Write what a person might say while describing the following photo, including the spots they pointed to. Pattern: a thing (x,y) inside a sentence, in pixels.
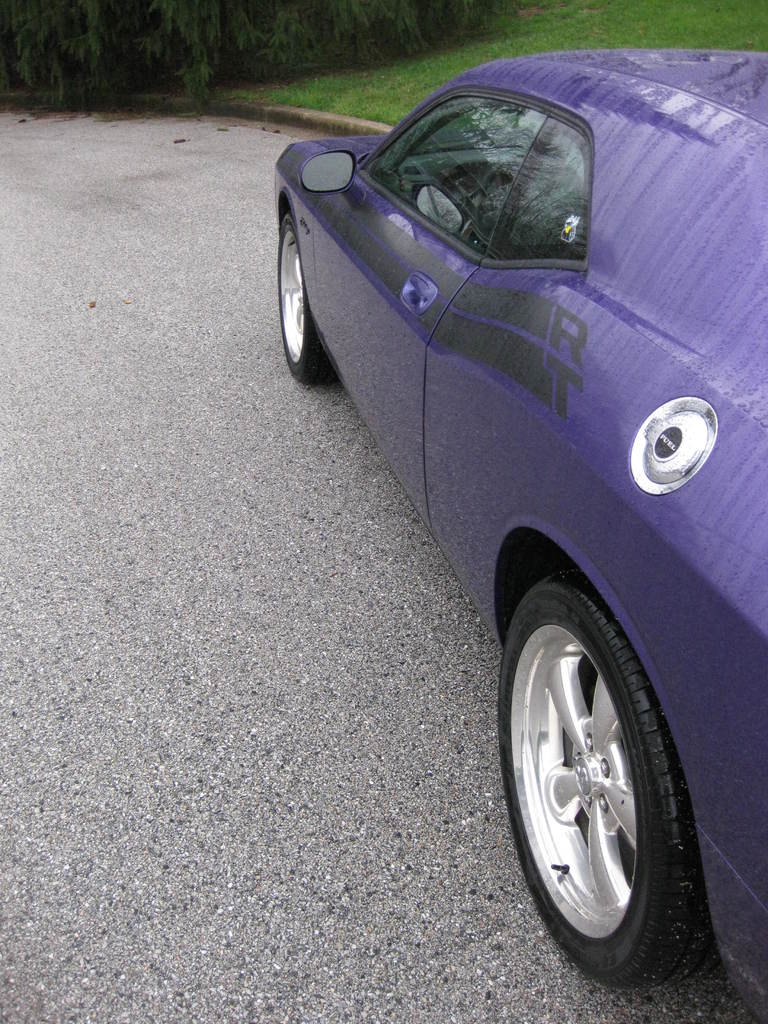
In the image we can see a car (364,406), purple in color. This is a road (202,499), grass (354,85) and leaves (124,36).
